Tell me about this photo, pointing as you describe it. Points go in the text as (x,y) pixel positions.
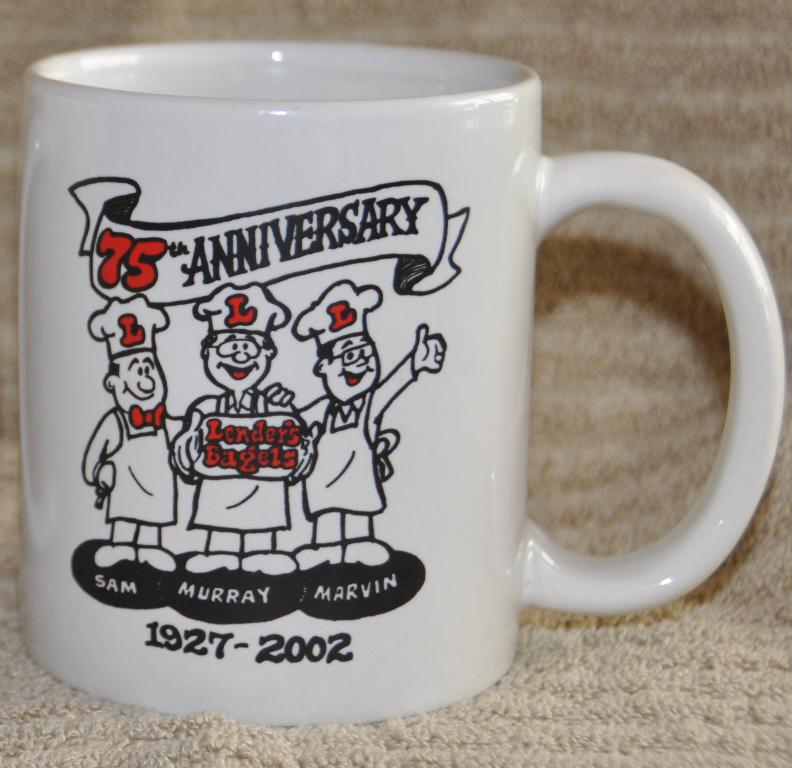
In this picture I can see there is a cup (326,679) placed on the carpet (486,762) and the cup (364,247) is in white color and there is something written on it and there is a picture (216,309) of three persons (364,424) wearing aprons (230,485) and toques (150,327).
